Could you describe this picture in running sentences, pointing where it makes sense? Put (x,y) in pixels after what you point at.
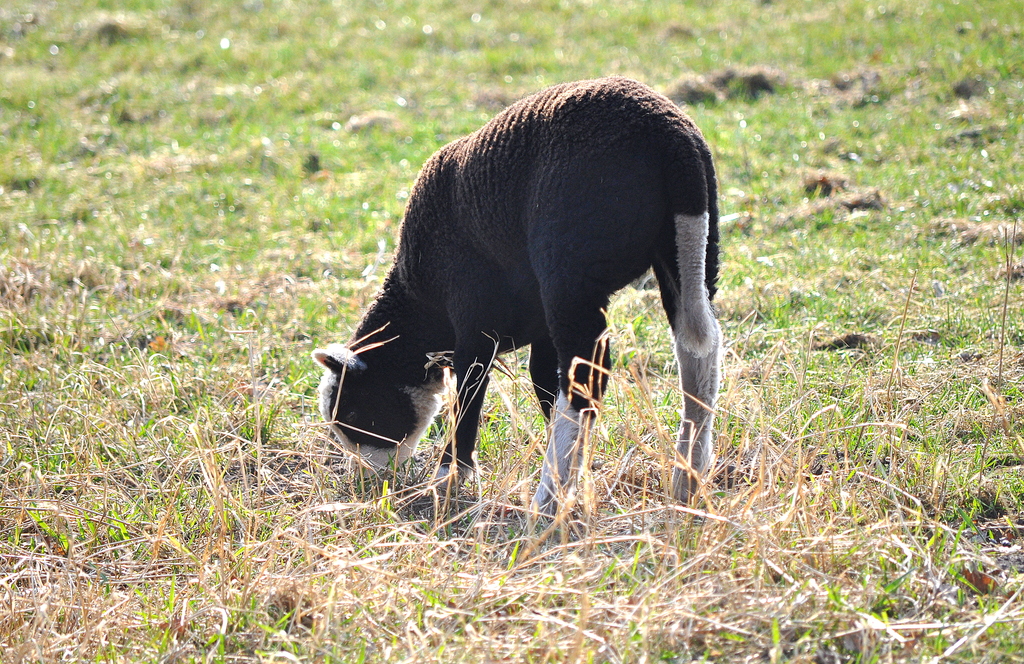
In this image we can see a lamb (557,268) grazing the grass (341,483).
